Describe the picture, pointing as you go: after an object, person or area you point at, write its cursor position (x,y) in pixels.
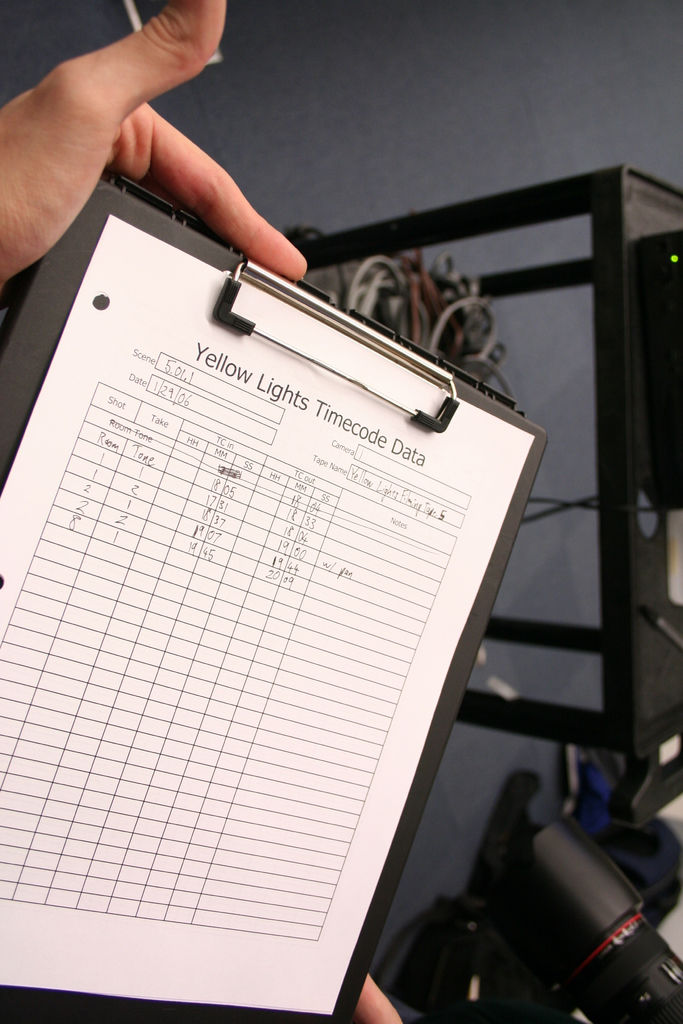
This is a zoomed in picture. In the foreground (136,143) we can see the hands (27,143) of a person (56,140) holding a black color object (462,392) and a paper (354,448) on which we can see the text (167,364). In the background (499,126) we can see the wall (489,114), cables (481,313) and many other objects (586,766).
